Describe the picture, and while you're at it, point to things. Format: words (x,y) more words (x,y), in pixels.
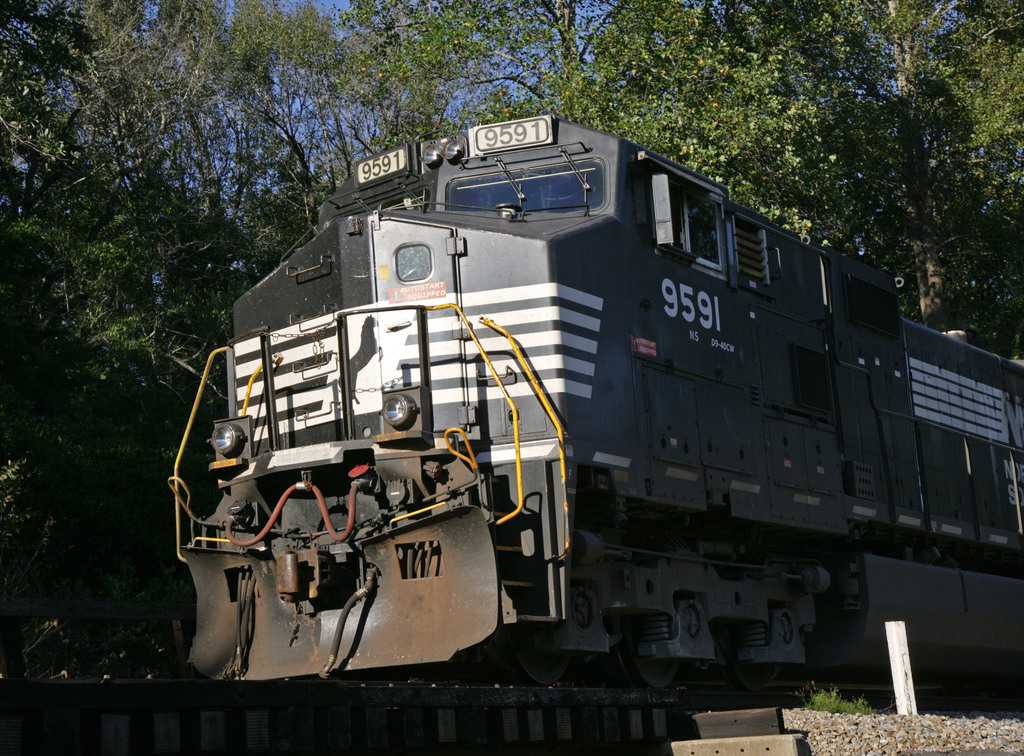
This is the train engine (649,576), which is moving on the rail track (320,716). I can see number plates (515,133) attached to the engine (647,152). These are the trees (242,84) with branches (120,160) and leaves (210,93).
